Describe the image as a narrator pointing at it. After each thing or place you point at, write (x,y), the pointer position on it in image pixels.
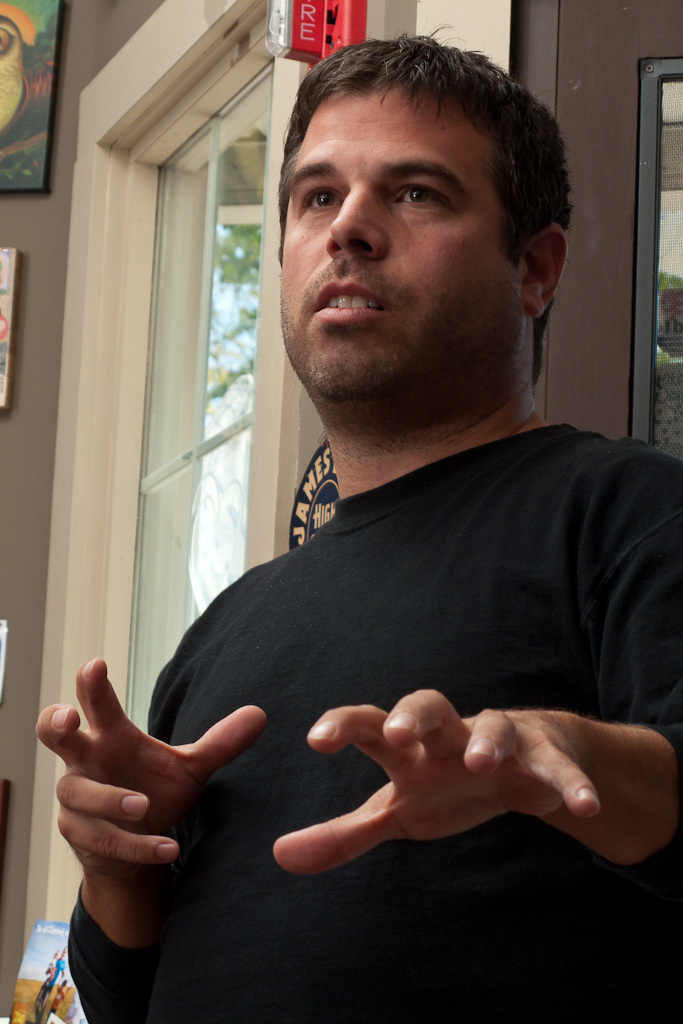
In this image I can see a man (649,614) and I can see he is wearing black colour t shirt (403,577). In the background (22,36) I can see few frames (39,77) on wall (48,274) and here I can see a red colour thing (304,27), I can also see something is written on it.
